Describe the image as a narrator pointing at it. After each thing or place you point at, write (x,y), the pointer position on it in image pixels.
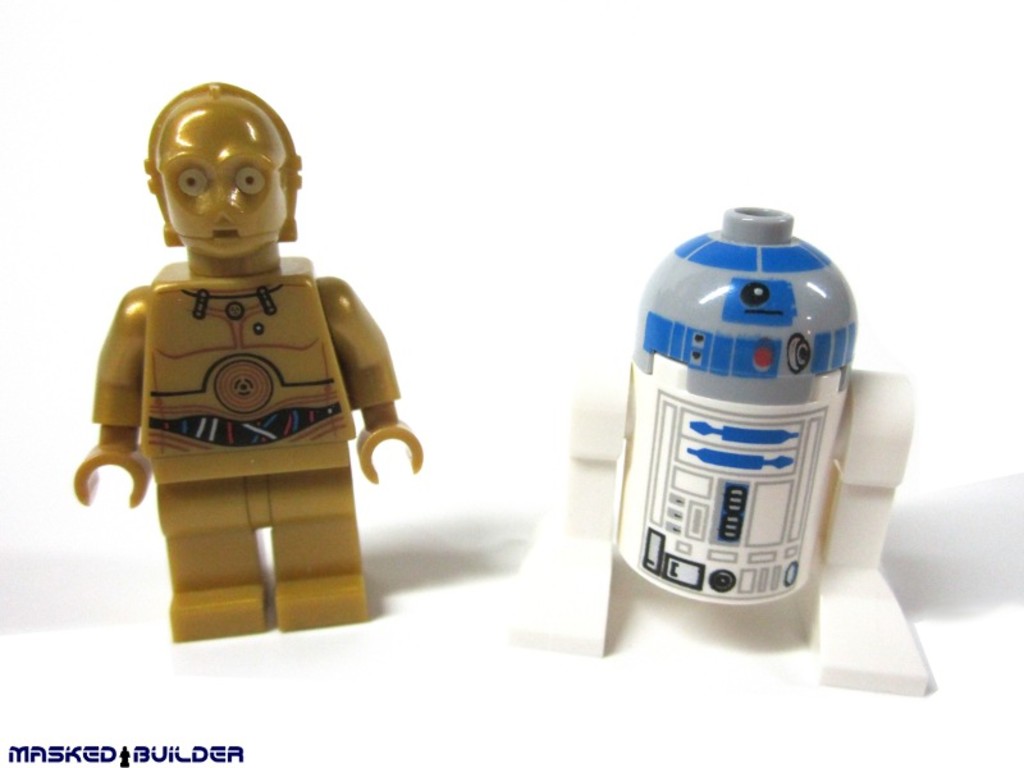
In this picture there is a toy (246,394), beside that I can see another toy (669,487). In the bottom left corner (232,752) there is a watermark (56,758).
